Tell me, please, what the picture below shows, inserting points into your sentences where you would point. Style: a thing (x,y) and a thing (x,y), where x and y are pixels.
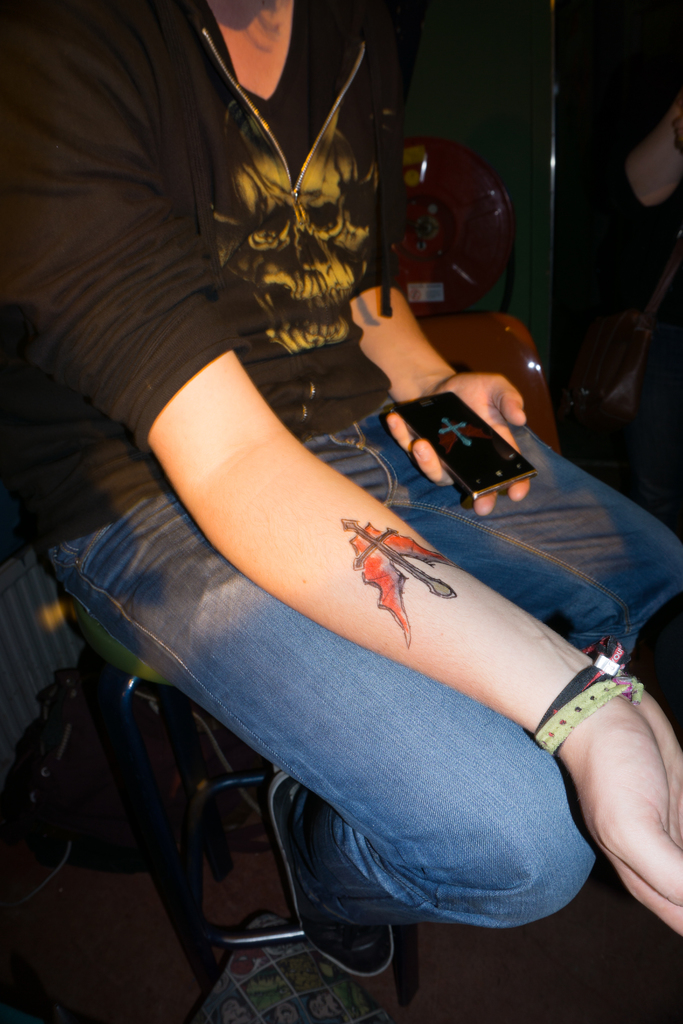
Here in this picture we can see a woman (299,322) sitting on a chair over there and we can see tattoo (409,579) on her arm (396,565) and she is holding mobile phone (467,433) in other hand (420,461).
